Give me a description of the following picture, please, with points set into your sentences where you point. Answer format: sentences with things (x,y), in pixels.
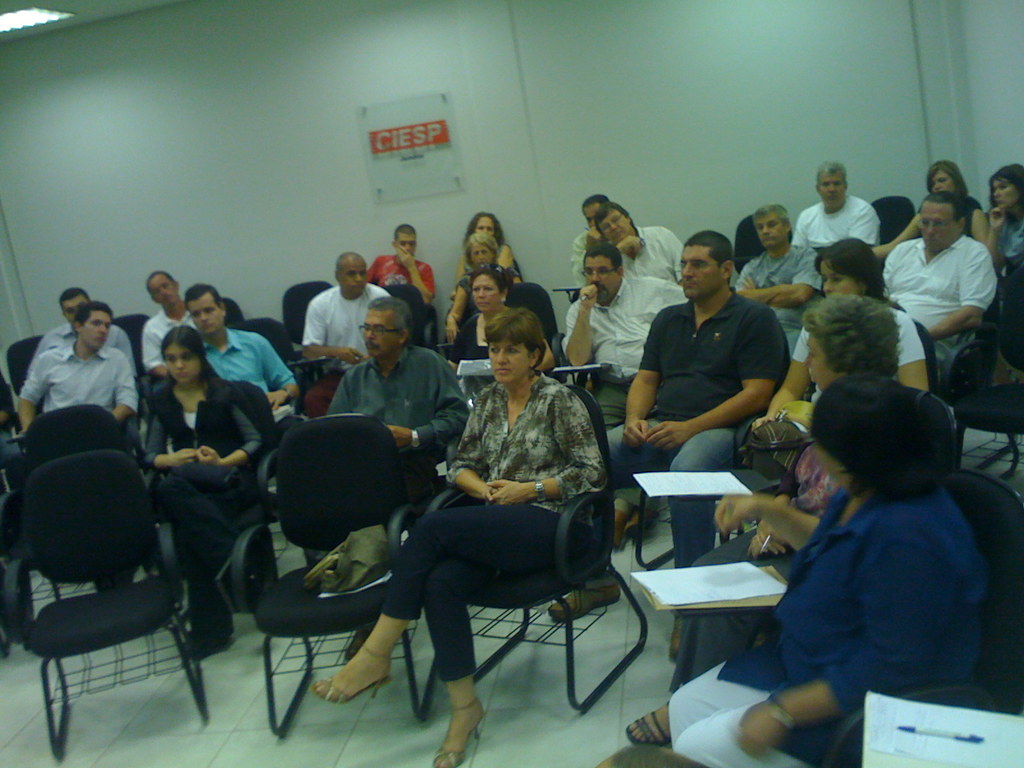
there are group of people (519,379) sitting in a room (415,464) on the chairs (339,508). the right most woman (876,610) is wearing a blue shirt (854,593) and a white pant (716,711). behind them there is a wall (361,204) and a note (423,169) written as CIESP.
